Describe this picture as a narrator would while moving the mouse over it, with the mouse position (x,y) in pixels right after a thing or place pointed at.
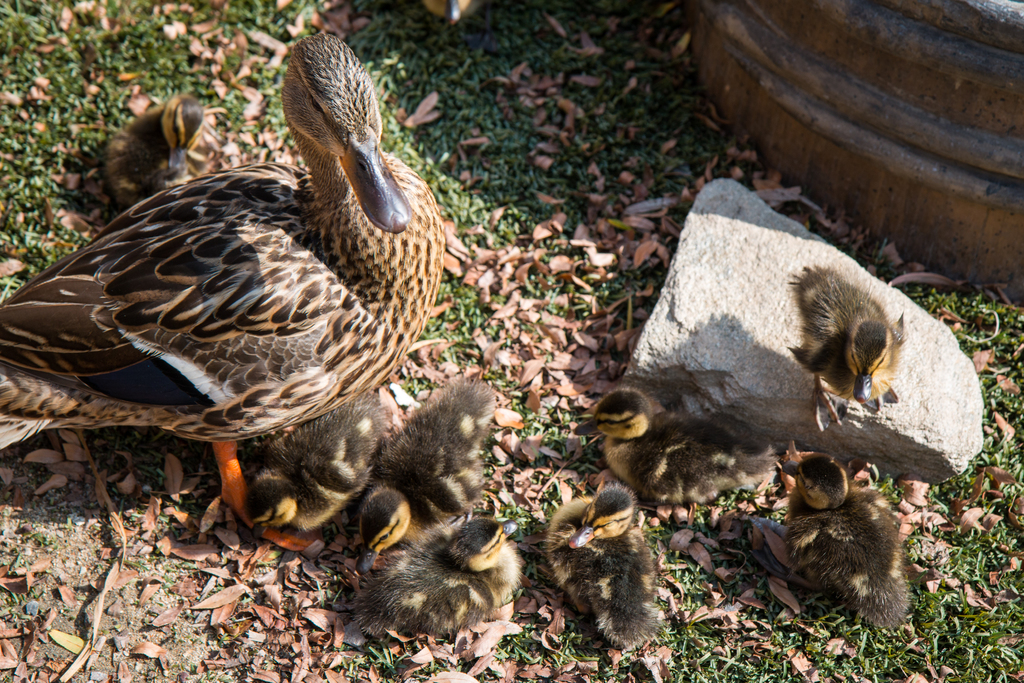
In this image there is duck (269,242) and ducklings (805,524) in a green land (147,451), beside the ducklings (657,462) there is a stone (759,228) on that stone (895,306) there is a duckling (813,286), beside the stone (765,242) there is an object (890,61).
